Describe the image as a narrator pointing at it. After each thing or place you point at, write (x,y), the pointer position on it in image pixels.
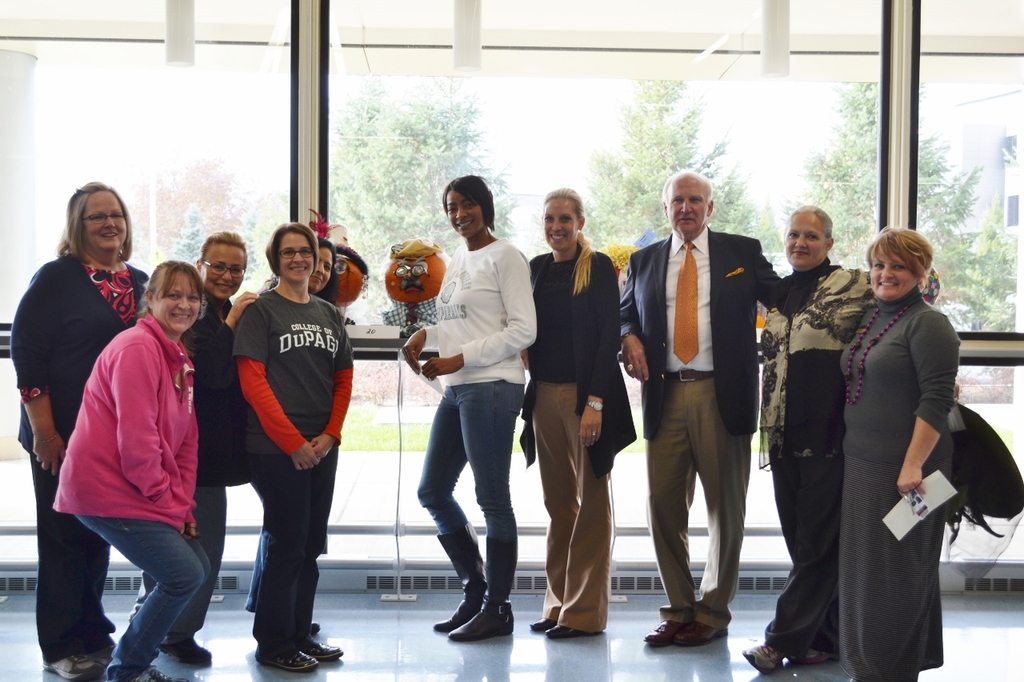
In this image there are group of people (108,332) standing and they are smiling, at the bottom (570,665) there is floor (963,668). In the background (380,312) there are some objects (401,314) and glass door (363,422) and through the door (441,179) i can see some trees (941,189), buildings (984,197), grass (379,429) and pavement (353,515).
